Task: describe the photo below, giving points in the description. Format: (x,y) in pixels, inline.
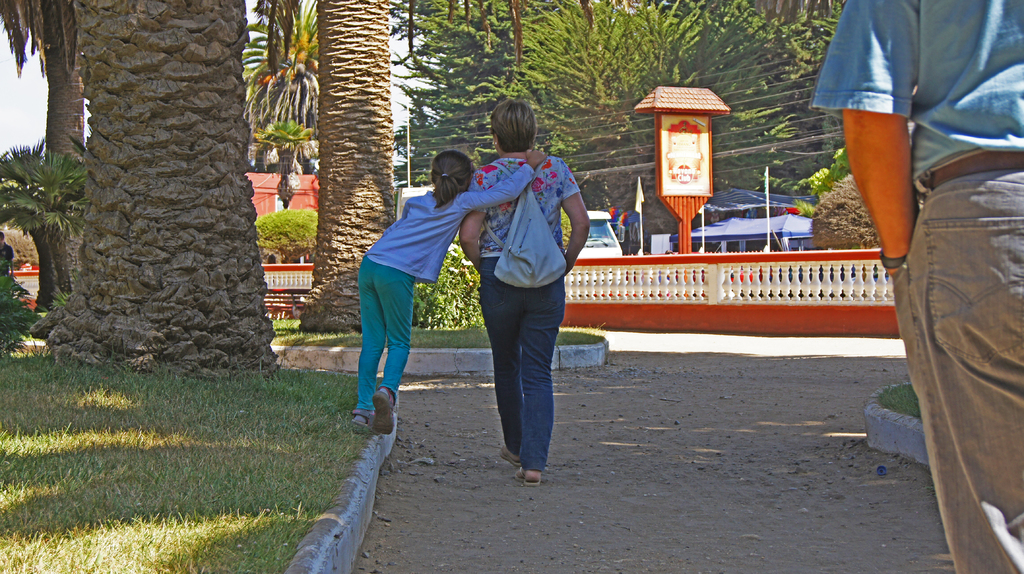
In this image there are two people (464,224) walking on the path (926,536), one is walking on the side wall (312,556) of a grass (249,463) and the other one is wearing a bag (519,267). On the right side of the image (986,323) there is another person (943,482). In the background of the image (11,213) there are trees (135,277), plants (417,311), fencing wall (593,273), a few vehicles (589,255) parked, buildings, flags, grass (28,401) and the sky (6,131).
